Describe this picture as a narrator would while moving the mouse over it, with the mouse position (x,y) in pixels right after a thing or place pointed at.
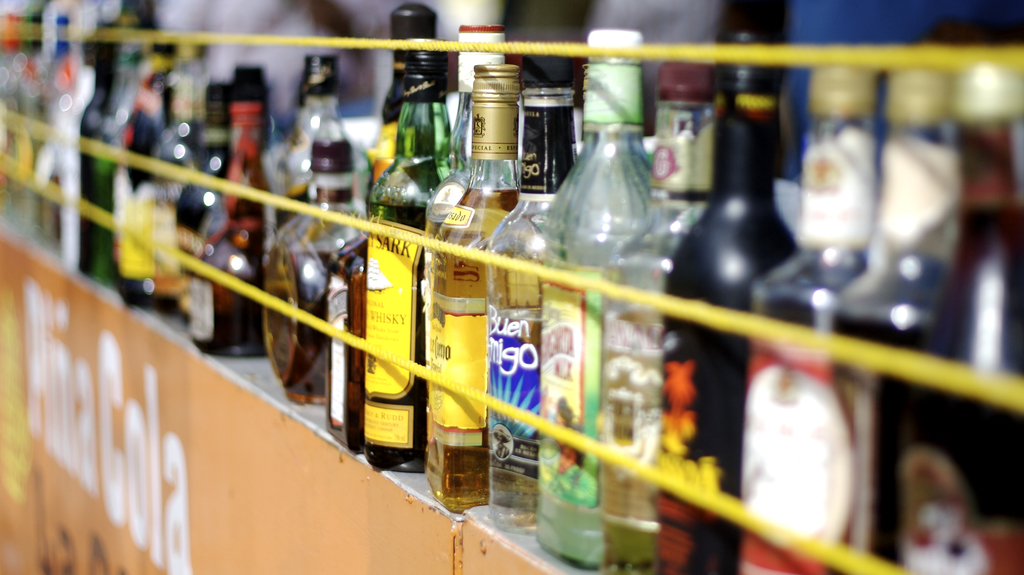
In this image, so many bottles (661,259) are placed. Few are filled with liquid (469,270). Here we can see ropes (386,350). And banner (238,518) at the bottom (284,519).
